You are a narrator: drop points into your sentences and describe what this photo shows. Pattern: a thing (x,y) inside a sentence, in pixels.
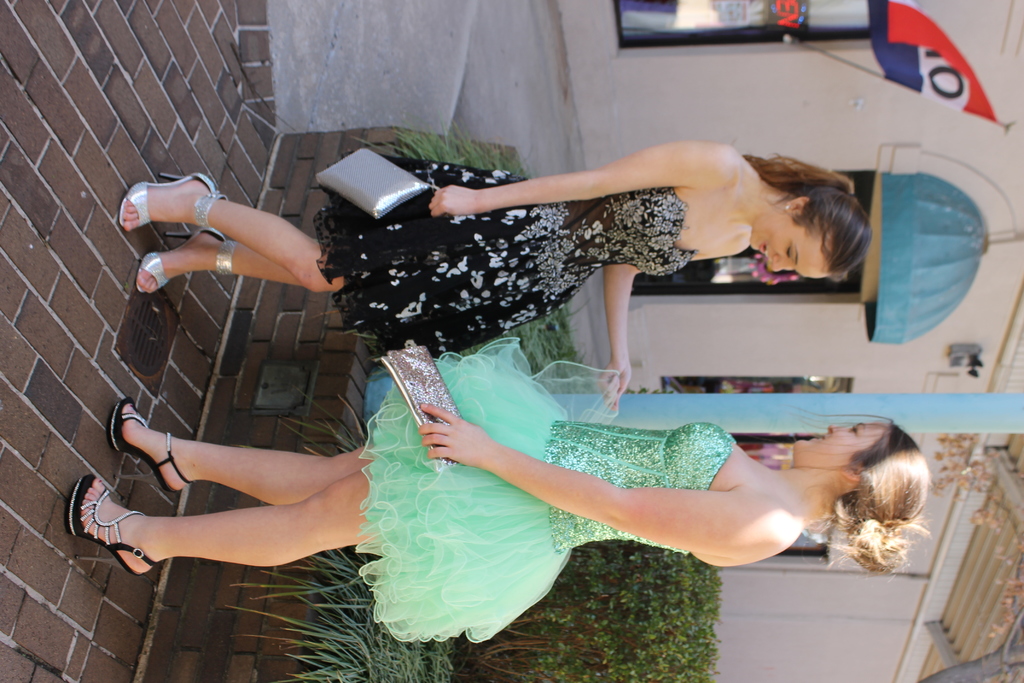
In the center of the image (633,384) we can see two ladies (509,437) standing and holding wallets (435,415). At the bottom (656,669) there are bushes (574,618). In the background (955,270) there is a building (851,100) and a flag (937,97).
